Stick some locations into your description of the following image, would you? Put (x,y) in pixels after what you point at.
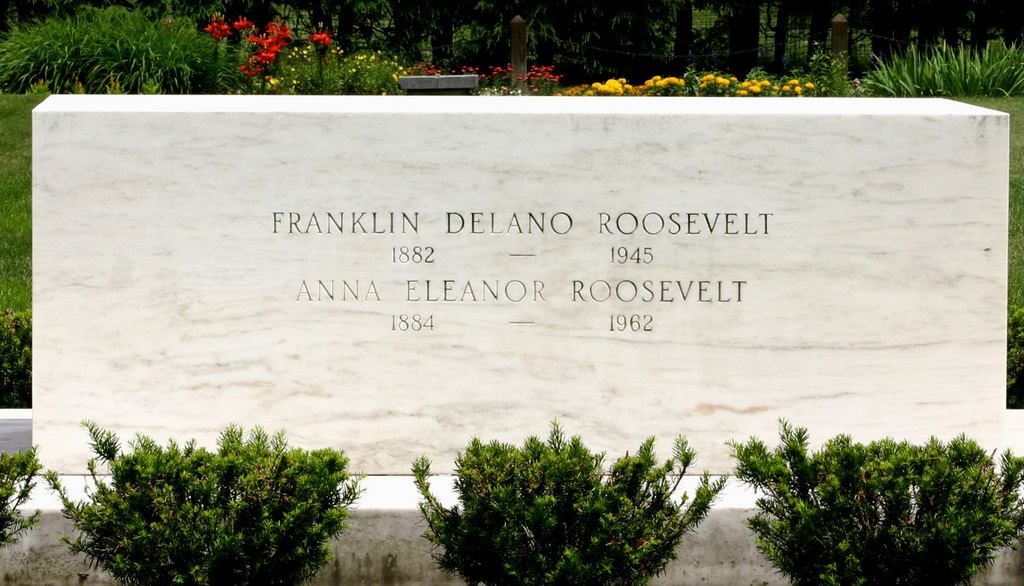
In this image we can see a grave stone (550,176), bushes (65,26), flowers (554,75), fence (714,59), poles (520,23), trees (552,47) and shrubs (264,506).
